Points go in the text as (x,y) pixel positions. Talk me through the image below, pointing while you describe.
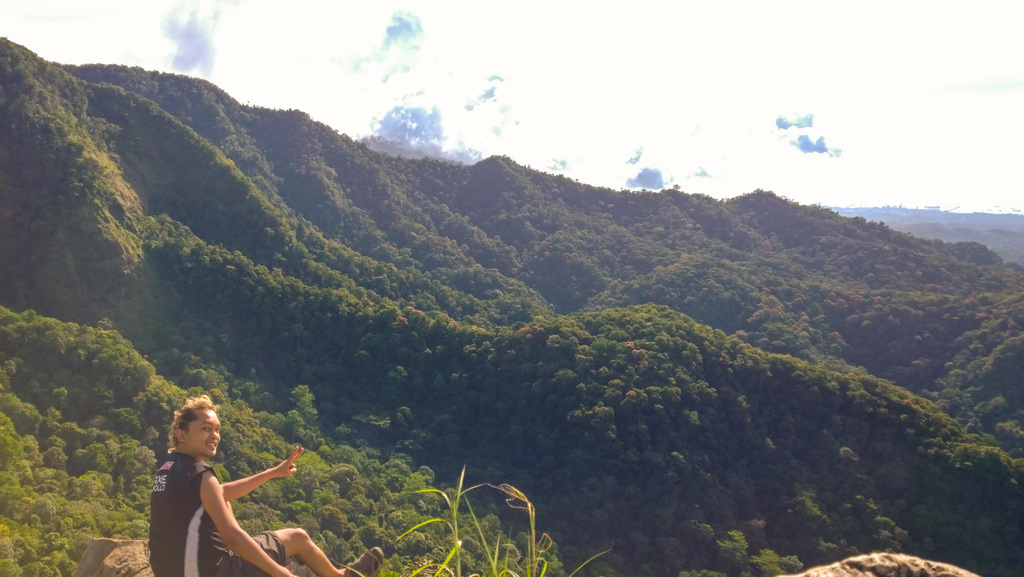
In this image we can see a woman (287,473) is sitting on a rock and beside her there are plants (456,547). In the background (290,314) there are trees (248,288) on the hills (331,337) and clouds (621,62) in the sky (389,133).
